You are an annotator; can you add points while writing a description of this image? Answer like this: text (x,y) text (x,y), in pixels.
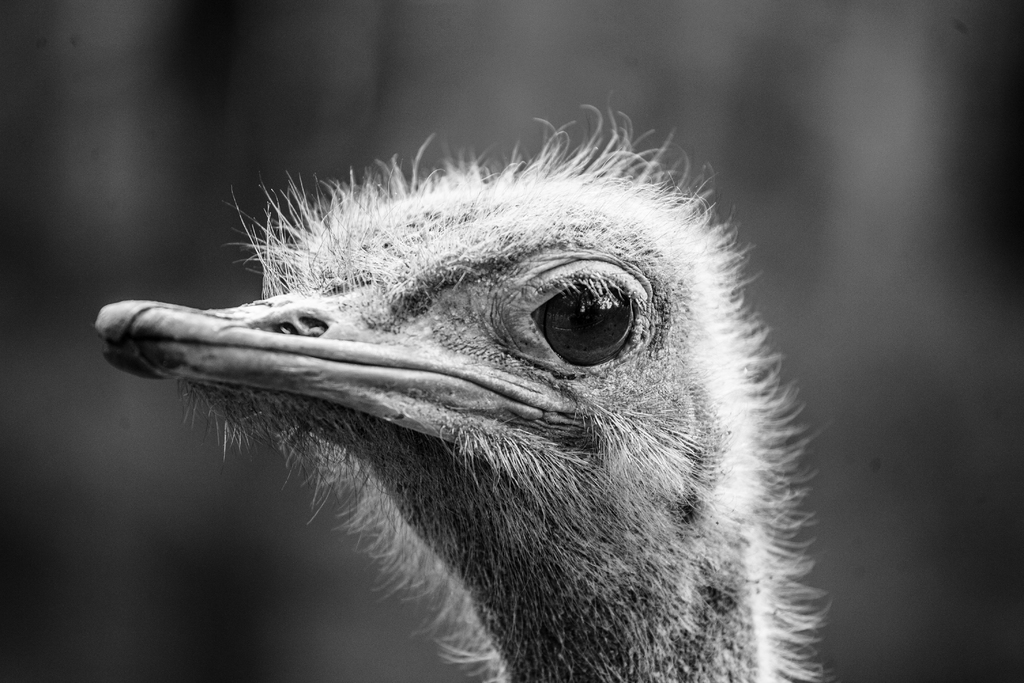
In this image we can see a bird (708,426) where it has a very big eye (633,282) and its beak (497,399) is too long and the image is black and white in color.
